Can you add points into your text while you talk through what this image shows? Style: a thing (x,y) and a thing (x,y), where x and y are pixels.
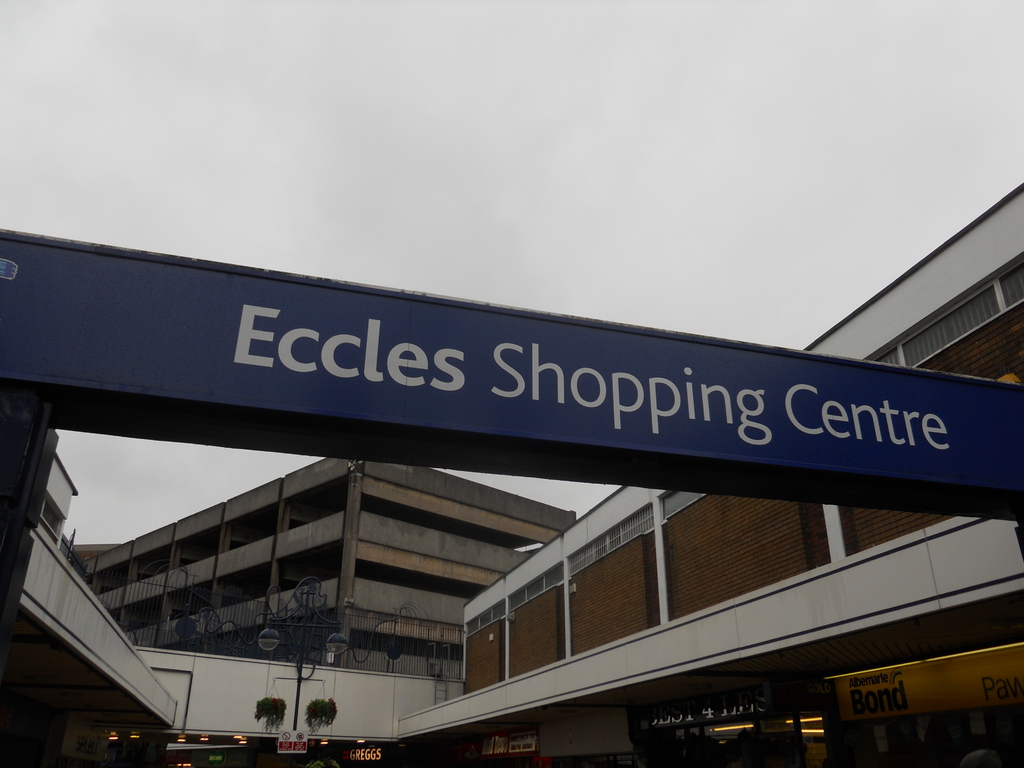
This is the picture of a place where we have some buildings (311,480) and also a board (340,382) on which there is something written and also we can see some boards (875,700) and poles (295,707).
